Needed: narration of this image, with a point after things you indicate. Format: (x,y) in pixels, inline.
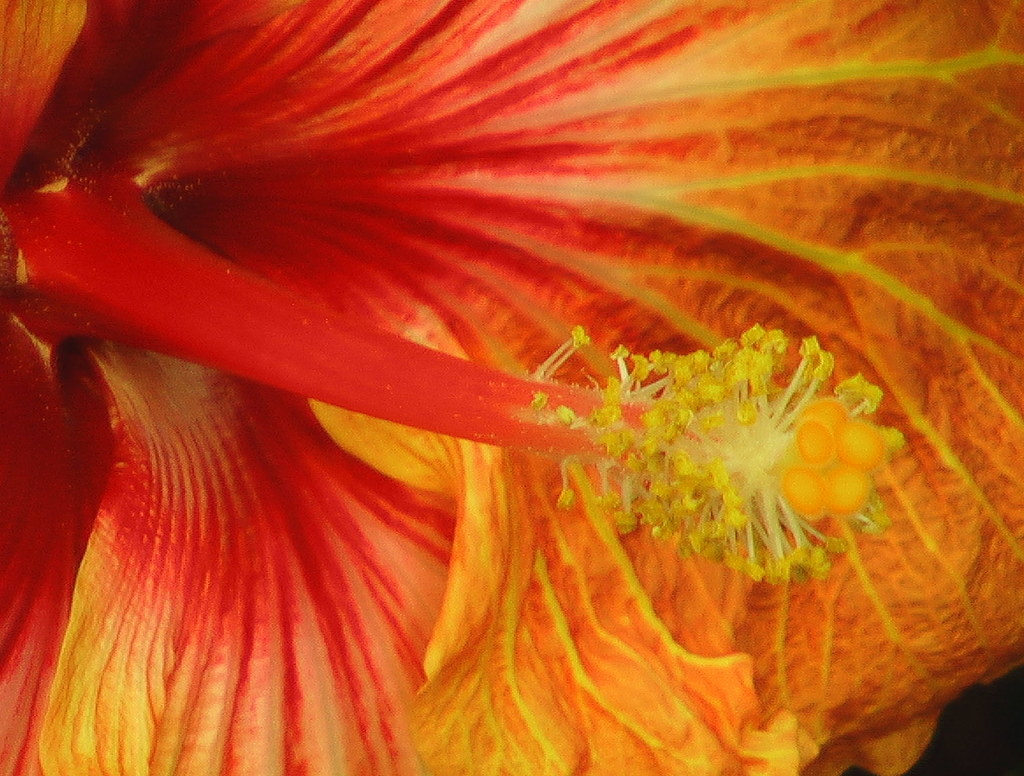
This is the picture of a flower (711,329). In this image there is an orange and red color flower (727,561).
